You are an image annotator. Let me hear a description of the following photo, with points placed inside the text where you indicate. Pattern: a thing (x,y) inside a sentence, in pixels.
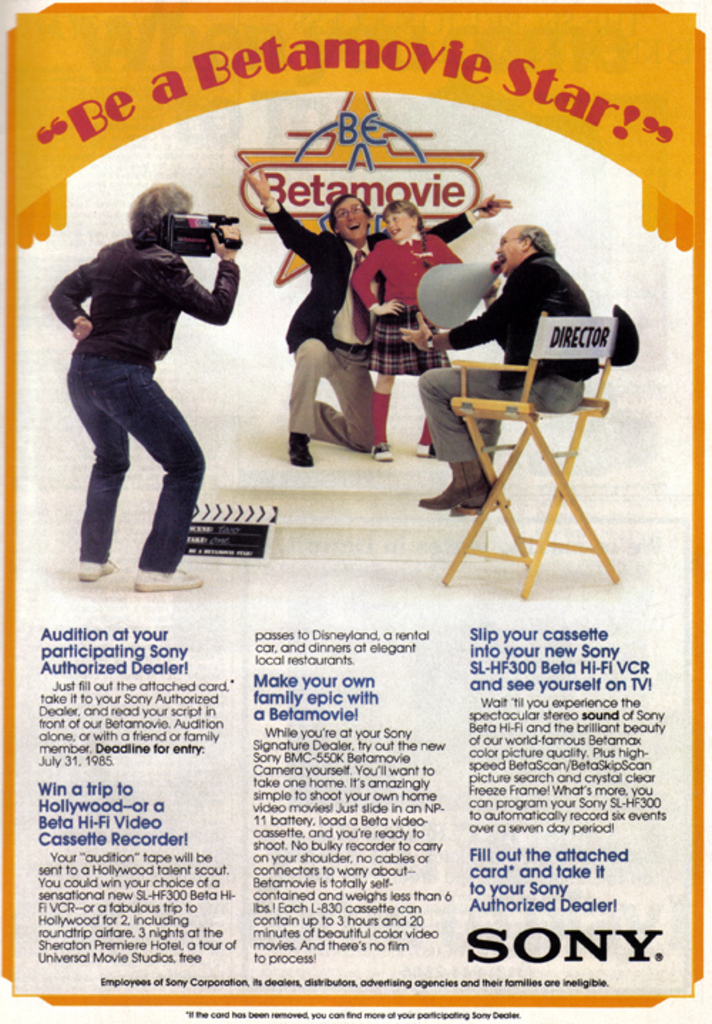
Person (189,289) carrying camera (188,239), this is girl (395,282) standing and a person (526,323) sitting on the chair (536,364) with speaker (468,295) in hand (491,295).
